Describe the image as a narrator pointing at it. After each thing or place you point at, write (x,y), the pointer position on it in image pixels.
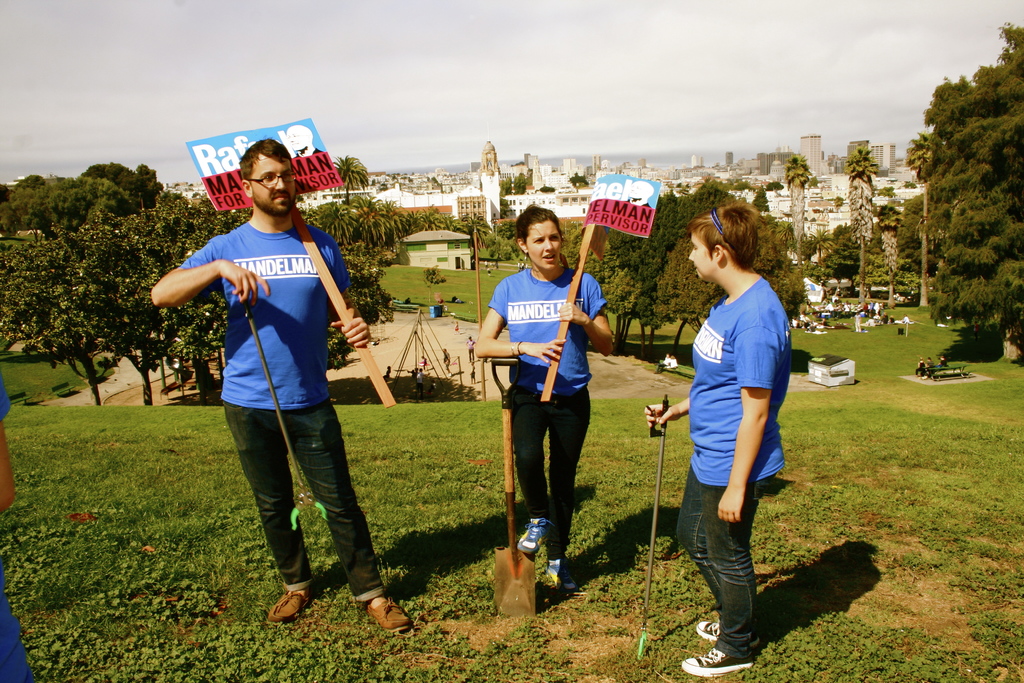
In this image there is a person (271,251) and two women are standing on the land (635,532) having plants (287,666) and grass (788,494). Left side (248,296) there is a person (268,338) holding a stick (254,315) with one hand (249,276) and a board (294,155) with the other hand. Beside him there is a woman (550,446) holding a board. There is a shovel (525,553) on the land (799,427). Right side (767,469) there is a woman (760,451) holding a stick (652,530). Middle of the image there are people (449,355) swinging. Right side (948,372) people (937,364) are sitting on the bench (933,373). There are people (828,318) on the grassland (882,326). Background (1008,266) there are trees (596,276) and buildings (539,203). Top of the image (574,42) there is sky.
